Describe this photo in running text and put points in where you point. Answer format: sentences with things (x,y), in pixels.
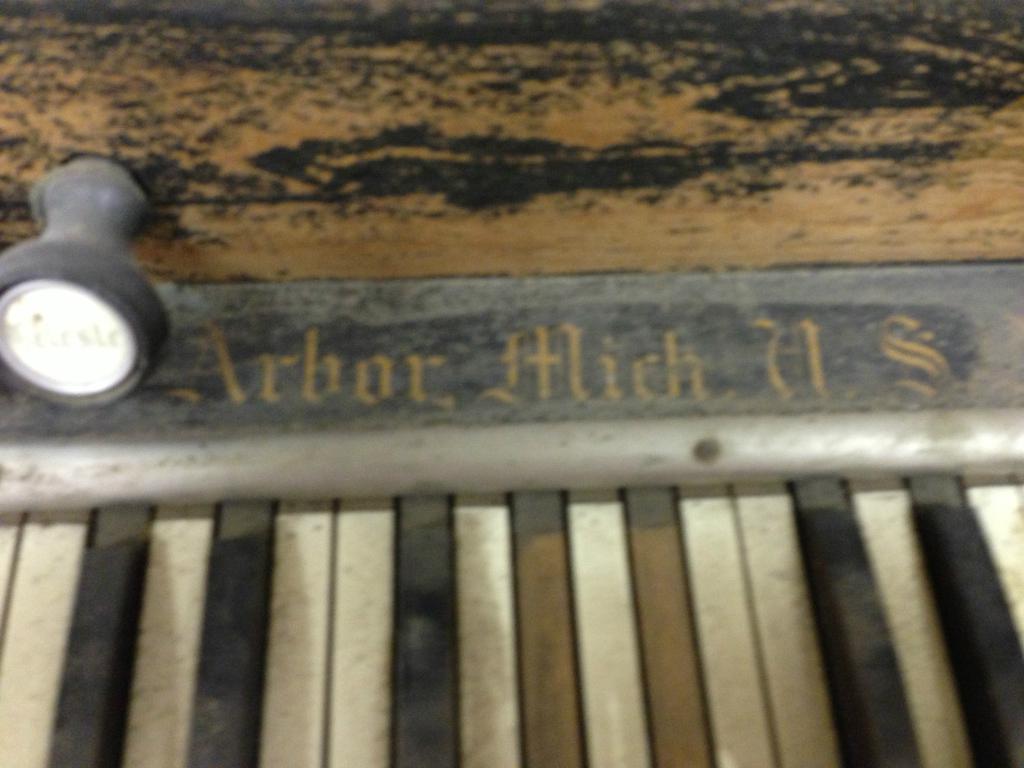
In this image there is a piano (601,614) and text (620,345), button (90,327).
